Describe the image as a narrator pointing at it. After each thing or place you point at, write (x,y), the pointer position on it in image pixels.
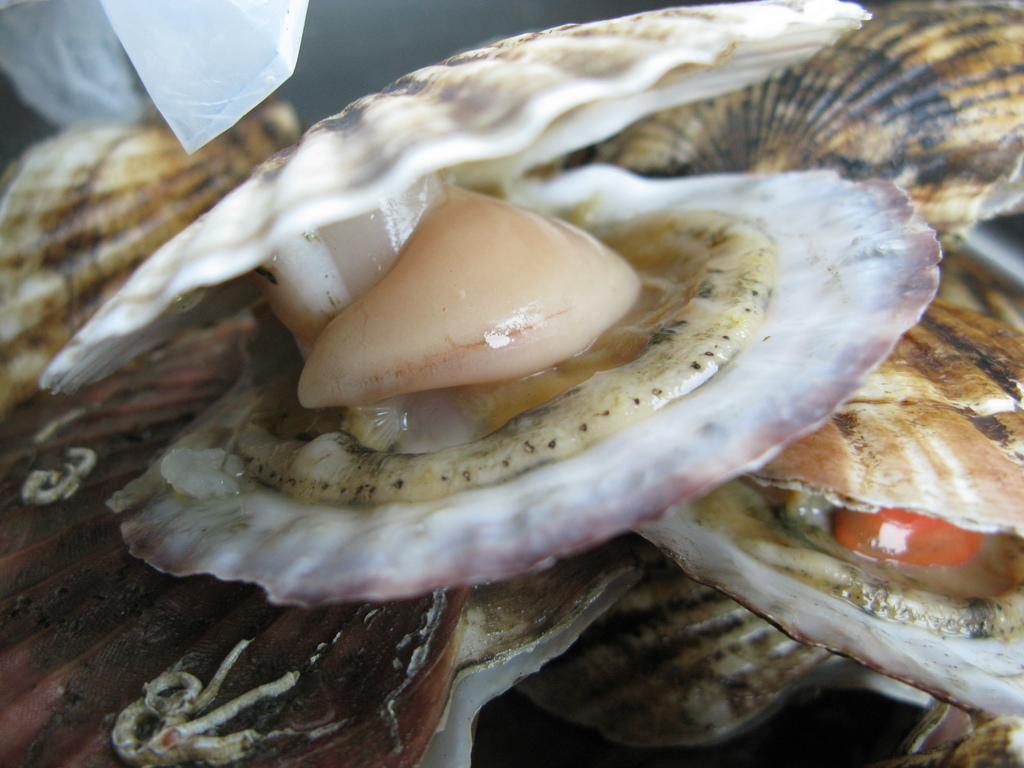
In this image I can see the shells (618,564) which are in white and brown color. I can also see the inner part (476,282) of the shell (308,524).
